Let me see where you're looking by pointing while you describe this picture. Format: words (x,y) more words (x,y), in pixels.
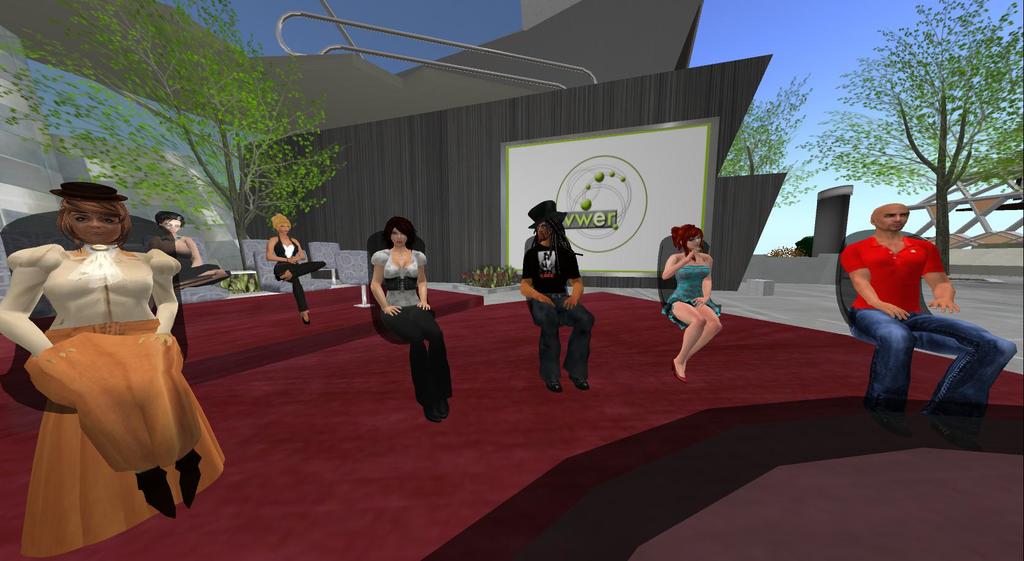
In this picture we can see a few people (863,290) sitting on a chair (847,280). It looks like a maroon carpet (247,418) on the ground (258,315). Behind these people (542,308), we can see a tree (185,44). We can see some text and objects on a white surface (612,195). There are a few plants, trees (1013,95) and other objects (803,279) on the right side (941,235).
